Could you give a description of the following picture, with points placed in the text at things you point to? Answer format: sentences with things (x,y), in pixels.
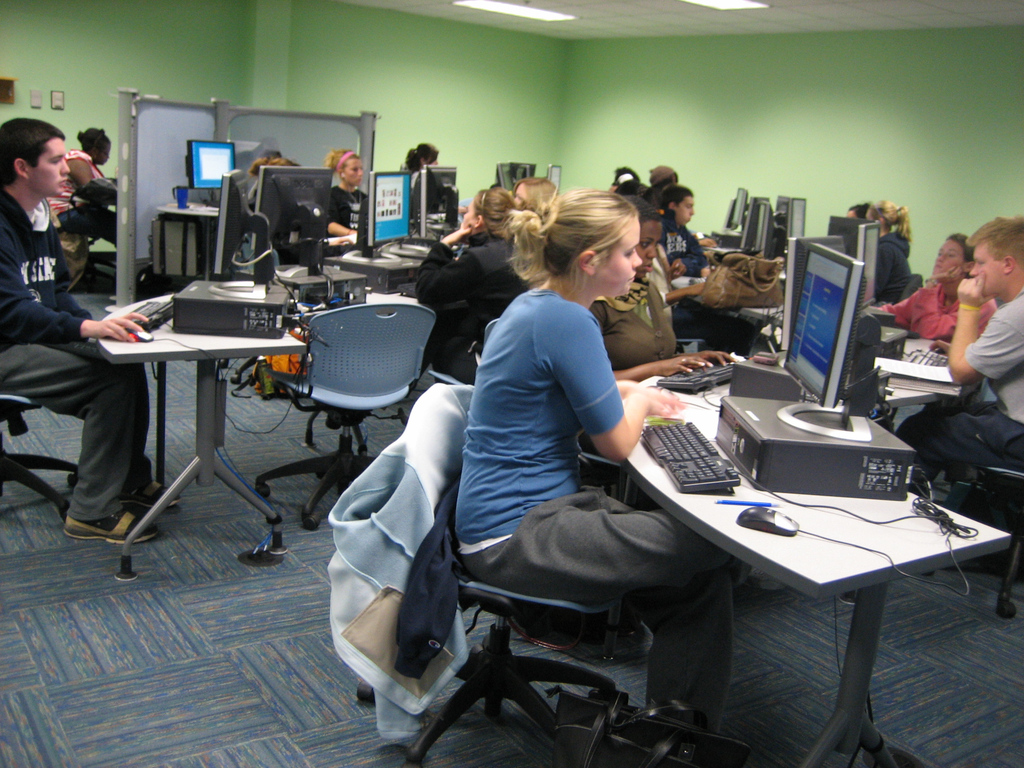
There are so many people (1000,258) sitting in a room (392,103) operating computers (794,462).
